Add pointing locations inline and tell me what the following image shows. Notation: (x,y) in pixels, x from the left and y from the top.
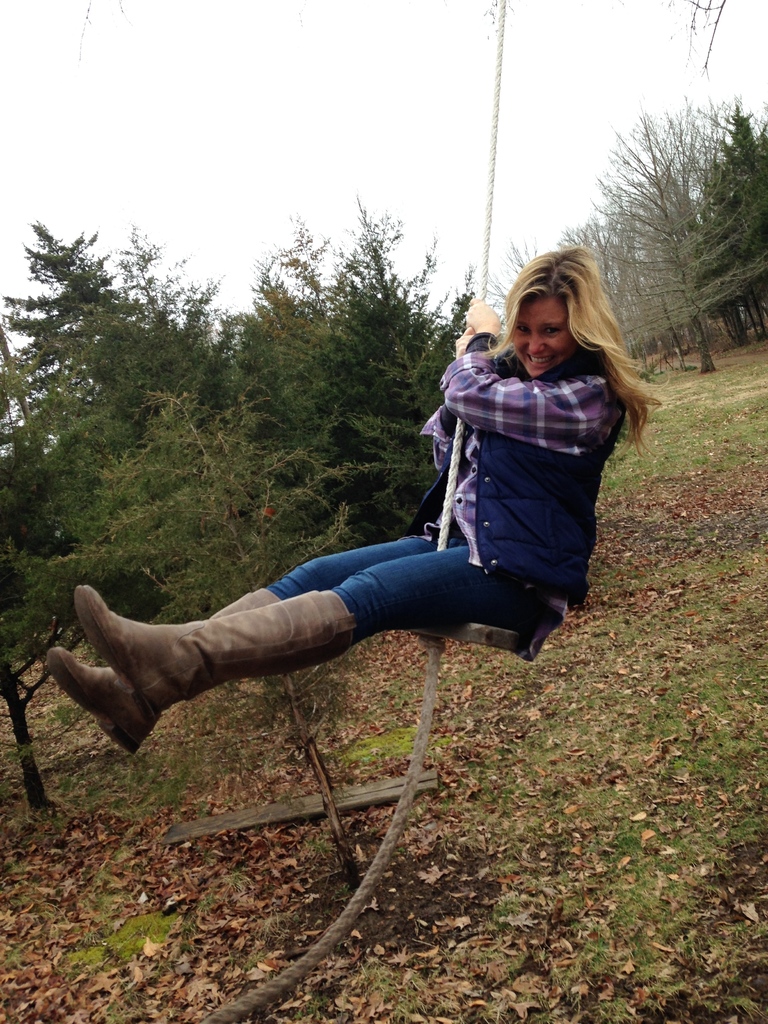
In this image, we can see a person (426,492) holding a rope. We can see some trees (9,668) and the sky (505,274). We can also see the ground (716,946) with grass (608,1003), dried leaves (659,477) and a wooden object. We can also see the sky (210,176).
